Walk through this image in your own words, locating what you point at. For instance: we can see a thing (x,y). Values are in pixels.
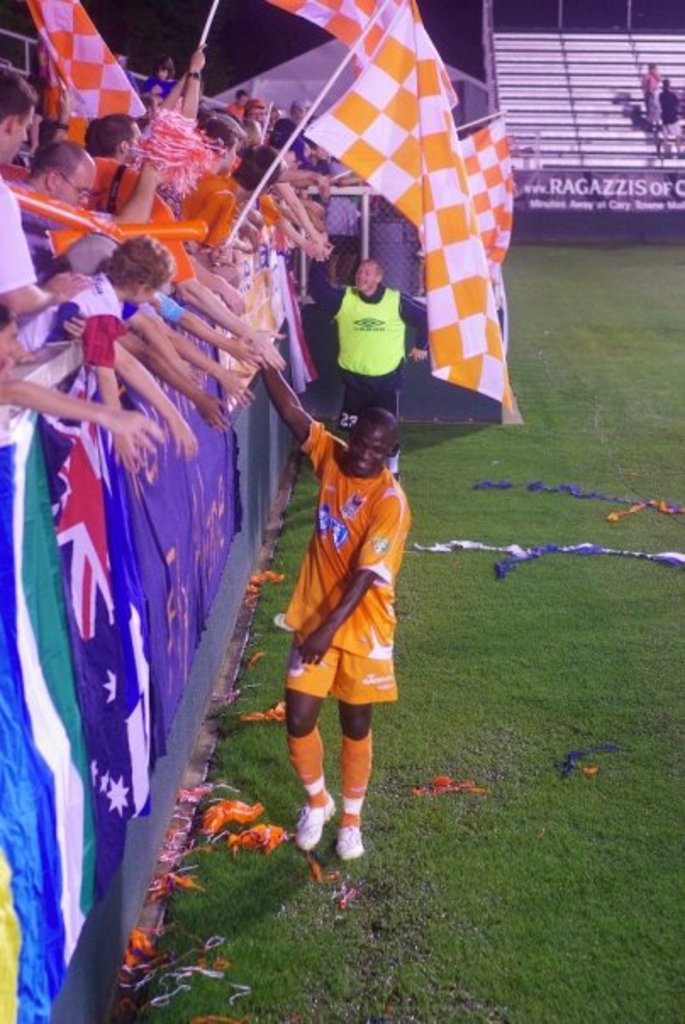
In this picture there are two men (378,441) walking and we can see objects (316,877) on the grass (443,839). On the left side (92,164) the image there are people (27,129) and we can see flags (91,500), mesh (342,255) and orange objects (75,211). In the background of the image (669,120) there are people (669,133) and we can see hoarding (619,182) and steps (610,134).
